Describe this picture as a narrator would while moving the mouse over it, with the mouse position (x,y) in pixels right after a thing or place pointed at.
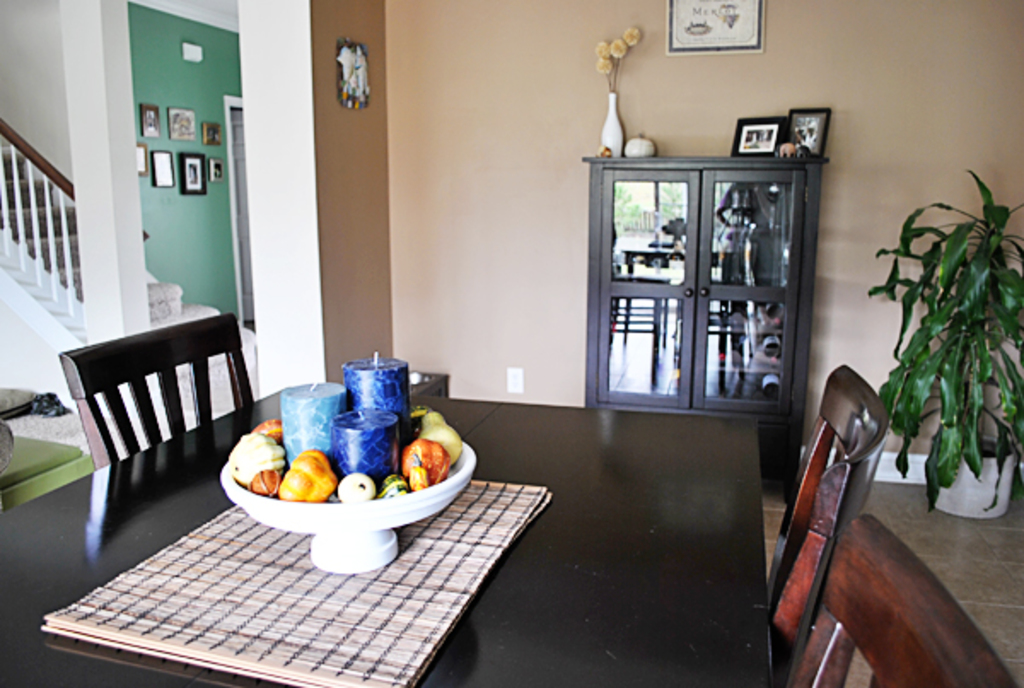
In this given picture, I can see a dining table (596,425) on the top of dining table (557,489), I can see few mats (439,585) and fruits (338,487) and i can see a artificial tree pot (964,434) a few chairs (922,671) and a small wardrobe (597,188) and top of the wardrobe (818,159), I can see artificial pot (615,97) and flowers (616,75) and few images (763,126) and towards left (135,254), I can see the pillar (118,217) of the building (110,240) and stair case (49,174) and few images (191,188).
